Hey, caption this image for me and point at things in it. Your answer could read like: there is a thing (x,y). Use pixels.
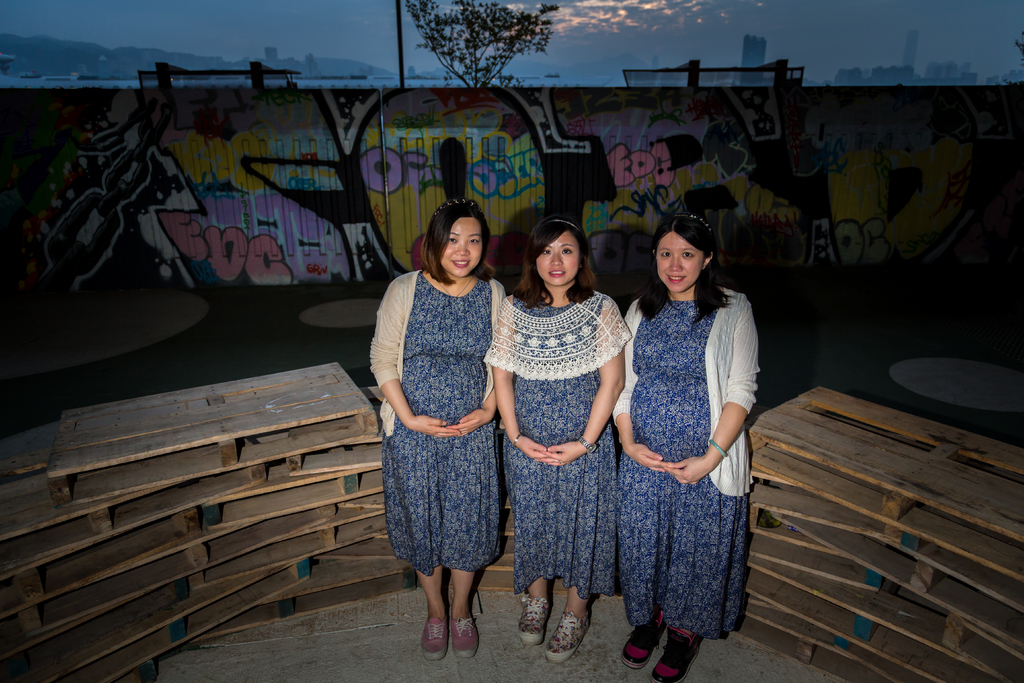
In this image we can see women (598,528) standing on the floor (398,603). In the background (327,526) we can see wooden planks (218,522) placed in the rows, wall (315,198) with paintings (535,165), trees (489,57), hills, buildings (883,81) and sky (580,47) with clouds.
